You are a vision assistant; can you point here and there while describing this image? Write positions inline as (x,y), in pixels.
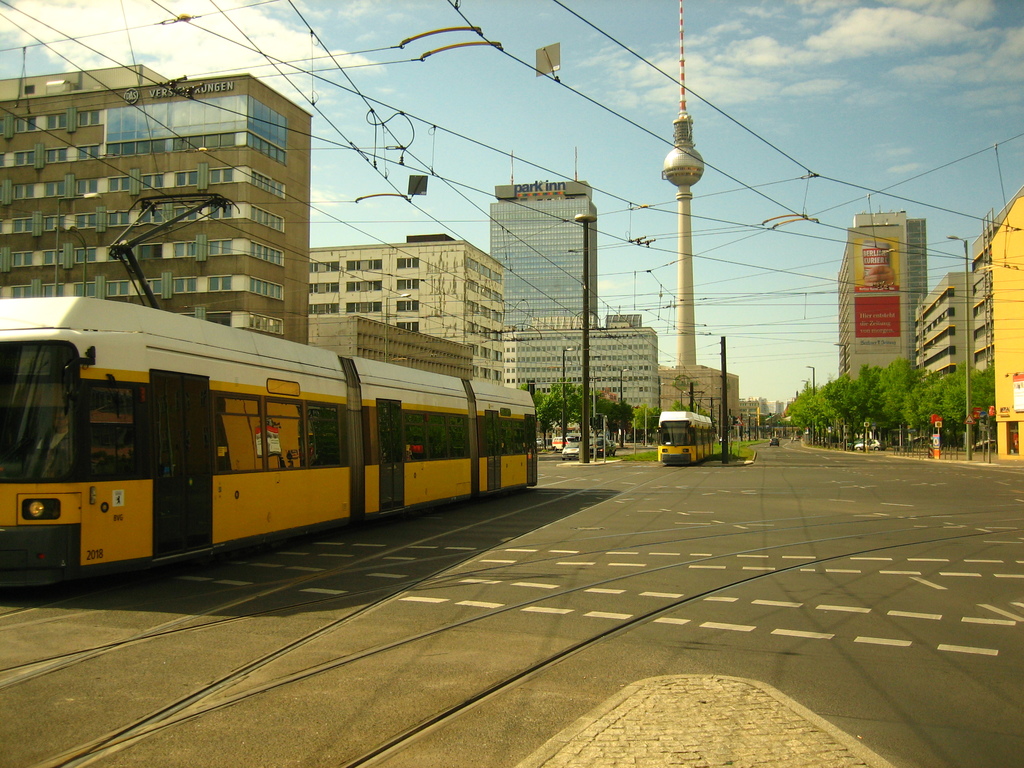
In this image, we can see some buildings (565,282) and trams (291,426). There are trams (329,433) on the left side of the image (279,433). There are poles (690,406) beside the road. There is a tower (679,127) in the middle of the image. There are clouds (674,74) in the sky (319,43).
